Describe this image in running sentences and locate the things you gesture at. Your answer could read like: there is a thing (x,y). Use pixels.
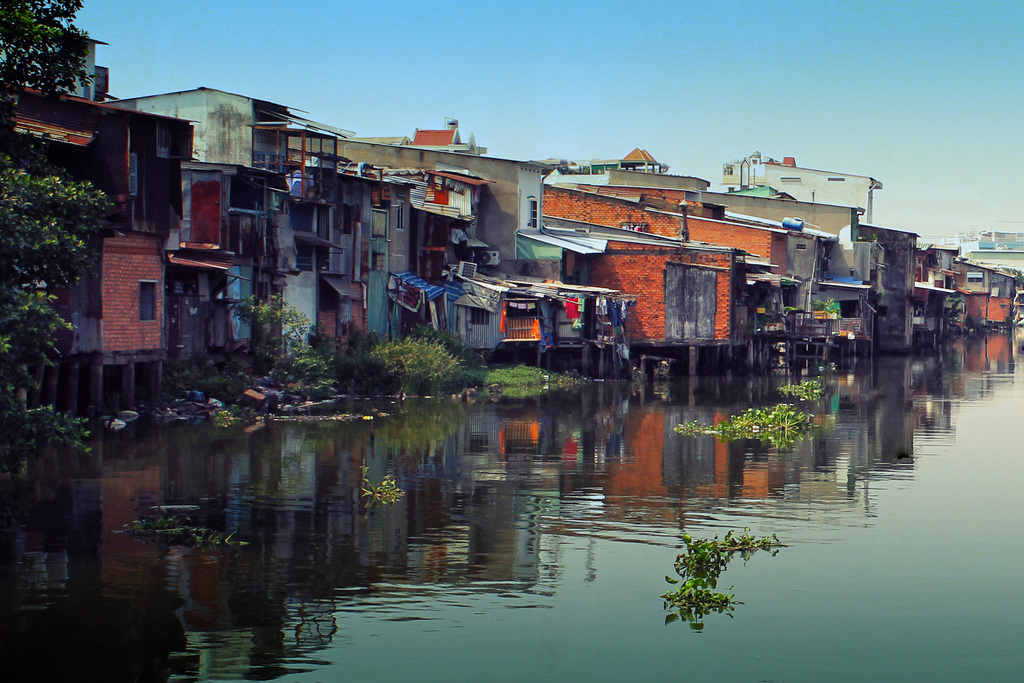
In this picture, we can see trees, buildings (915,279), water (600,507) and in the water (439,528) there are plants (702,588) and behind the buildings (362,268) there is a sky (632,75).
